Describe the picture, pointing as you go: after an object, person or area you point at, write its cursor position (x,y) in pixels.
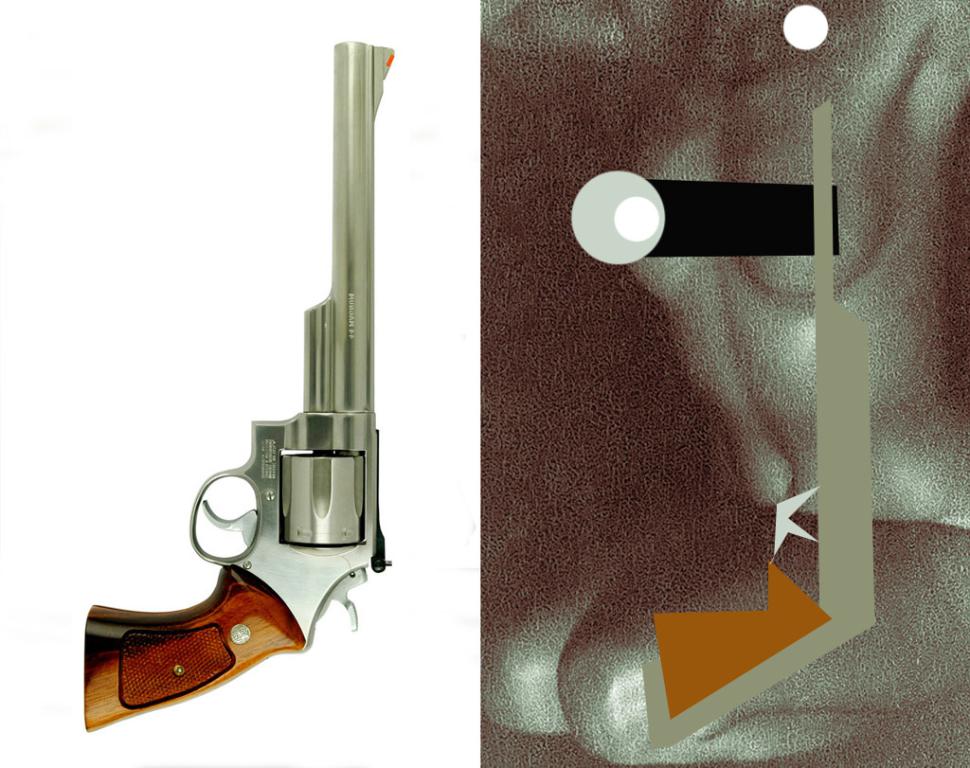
In this image I can see the collage picture and I can see the gun (361,155) and the outline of the gun (366,109) and the background (433,79) is in white and black color.
